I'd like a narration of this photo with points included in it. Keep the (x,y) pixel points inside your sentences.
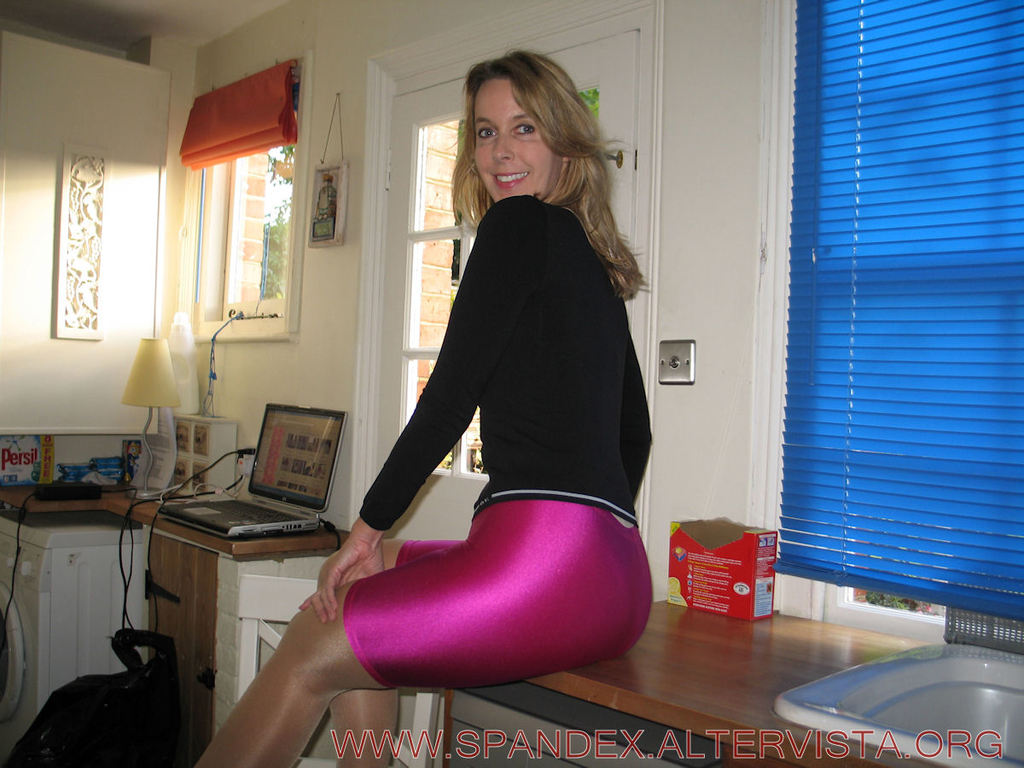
This is an inside view of a room (428,530). In the middle of the image (531,401) there is a woman (482,538) sitting on a table (528,701) facing towards the left side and smiling by looking at the picture. On this table (772,708) there is a box (718,574) and there is a sink (797,715). On the left side (199,455) there is a table (175,553) on which a laptop (265,460), lamp (135,386), a box (190,442), cables (129,507) and some other objects (61,497) are placed. Beside the table (180,662) there is a bag (118,744) placed on the floor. In the background (452,280), I can see two windows (245,238) and a door (422,215).
